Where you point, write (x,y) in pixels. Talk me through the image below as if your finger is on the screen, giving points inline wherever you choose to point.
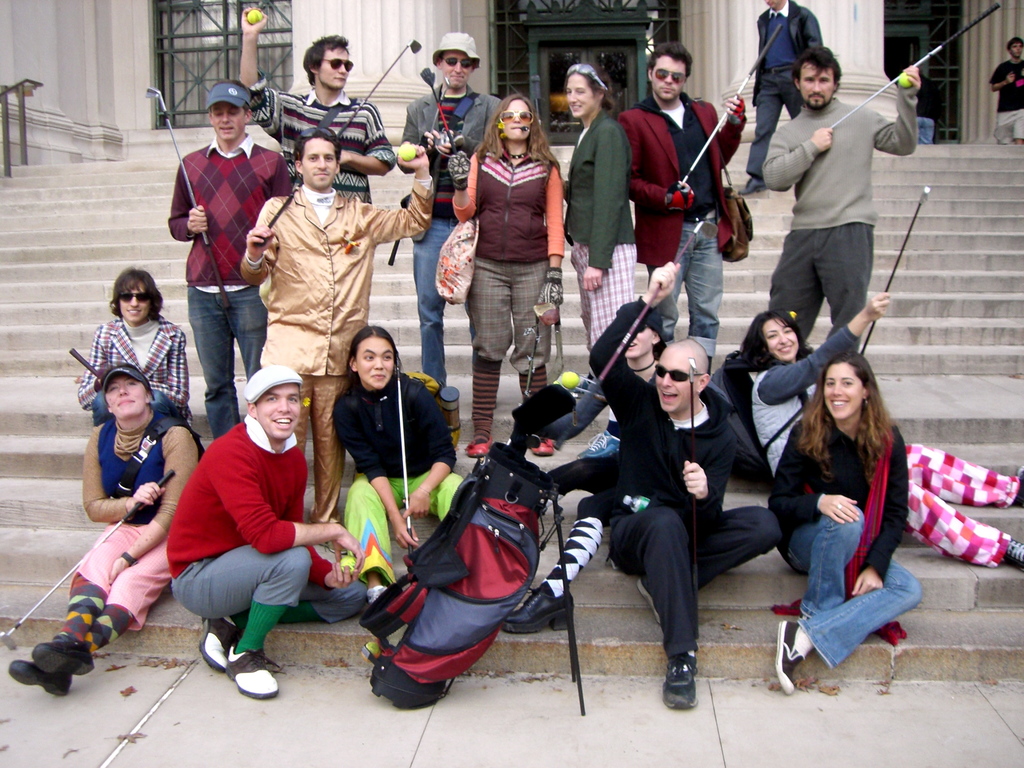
In this picture we can see some people (836,180) are standing and some people (375,432) are sitting, some of them are holding sticks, we can see a bag (521,575) in the front (521,584), in the background (651,26) there is a building (486,26), we can see stairs (97,239) in the middle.
